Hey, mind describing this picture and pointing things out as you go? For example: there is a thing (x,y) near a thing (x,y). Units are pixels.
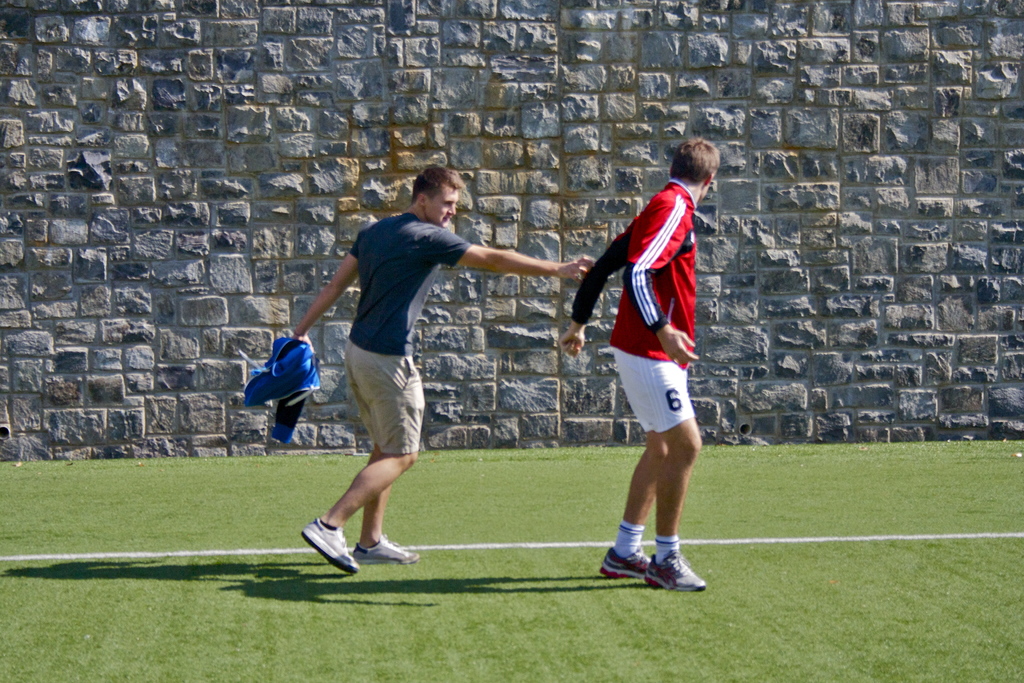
In this picture there are two boys (633,319) in the center of the image (676,368) and there is grassland (533,493) at the bottom side of the image (537,537).
